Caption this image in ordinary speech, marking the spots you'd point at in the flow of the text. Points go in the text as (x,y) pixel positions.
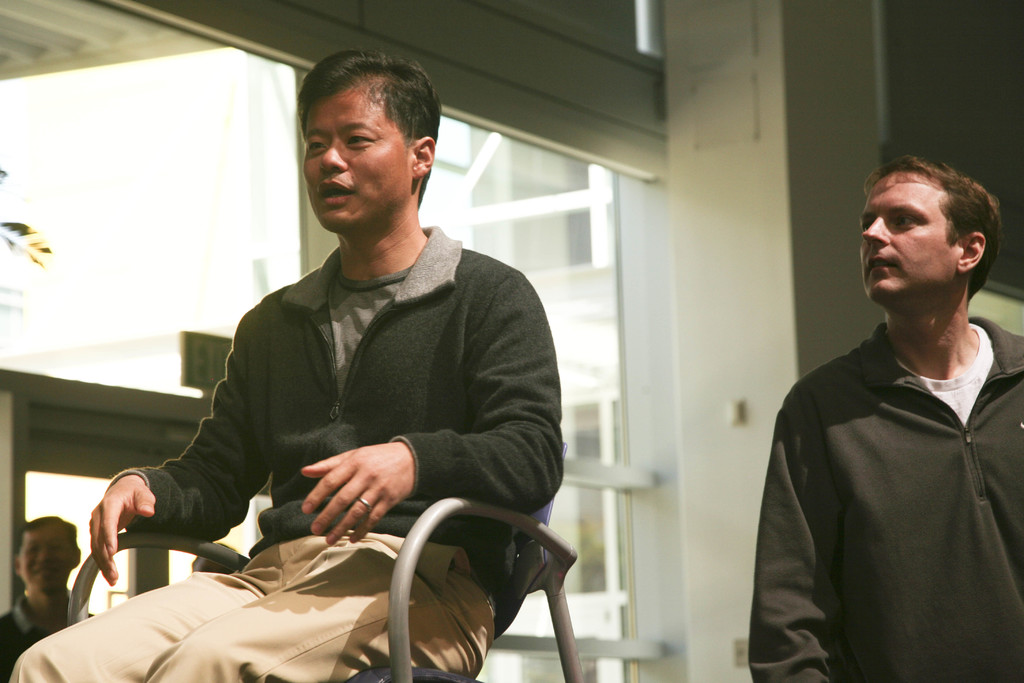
Man (318,281) in green jacket (405,366) is sitting on chair (407,653) and he is trying to talk something. Man (773,619) on the right corner of the picture (816,647) is looking the man (353,569) sitting on chair (70,613). Behind them, we see a pillar (752,253) which is white in color and we even see windows (212,212) from which buildings (554,285) are visible. On left bottom (72,562), we see man (51,595) smiling.
